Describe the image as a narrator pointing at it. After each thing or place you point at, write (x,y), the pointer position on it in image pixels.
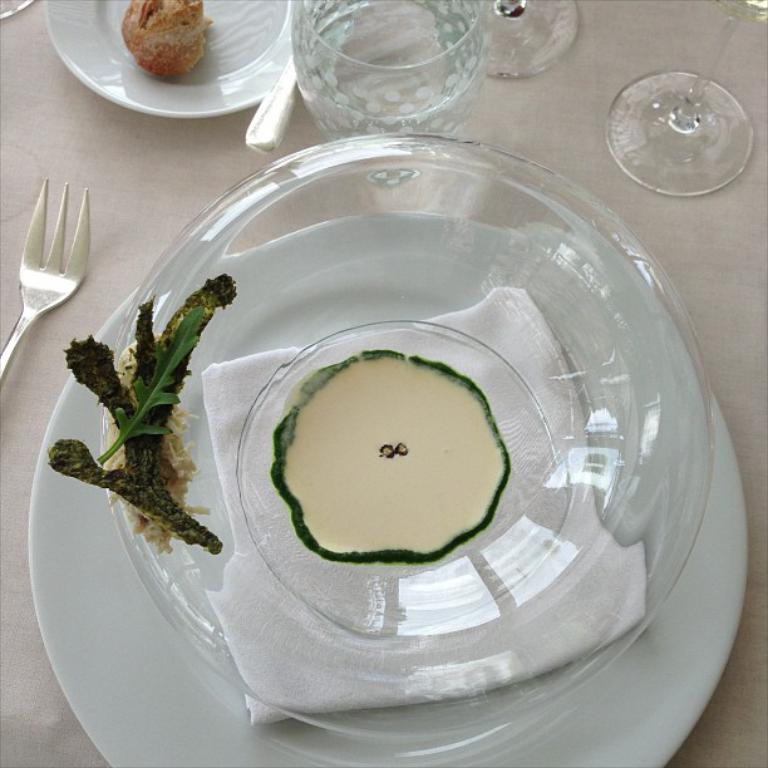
In this image I can see a table (531,125) on which plates (257,304), glasses (558,33), bowls (465,347), fork (64,203) and food items (185,510) are there. This image is taken may be in a room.
